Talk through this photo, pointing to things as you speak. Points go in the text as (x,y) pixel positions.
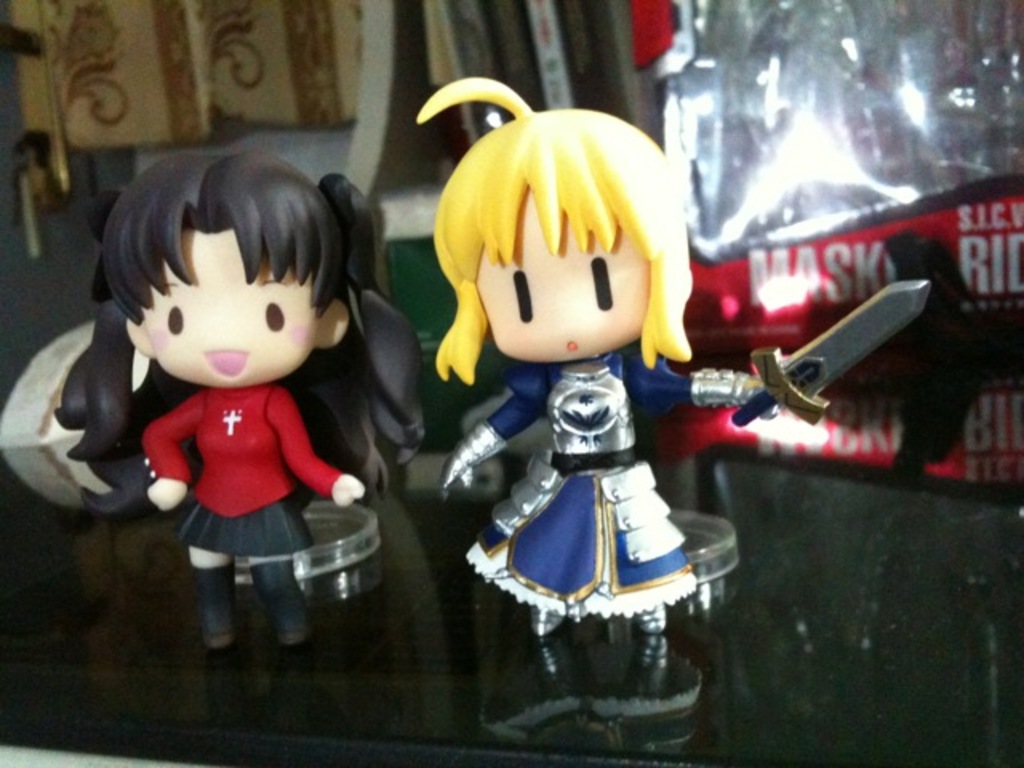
In this image I see 2 dolls (241,181) in which this doll (298,298) is wearing red and black dress (238,446) and this doll (586,375) is wearing silver and blue dress (589,444) and it is also holding a sword (831,329) and I see the black color surface (45,516) and I see something is written over here.
